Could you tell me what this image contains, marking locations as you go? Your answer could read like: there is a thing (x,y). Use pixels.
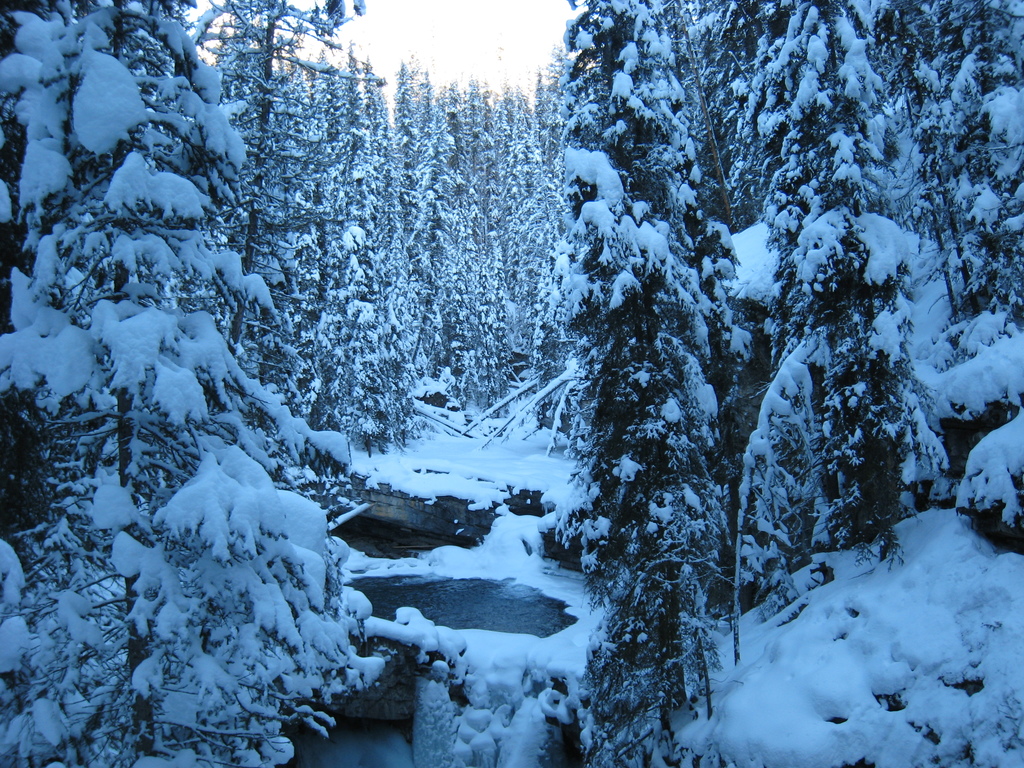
In this picture we can see trees (429,280) covered with snow (351,449) and water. In the background of the image (476,38) we can see sky (457,38).
